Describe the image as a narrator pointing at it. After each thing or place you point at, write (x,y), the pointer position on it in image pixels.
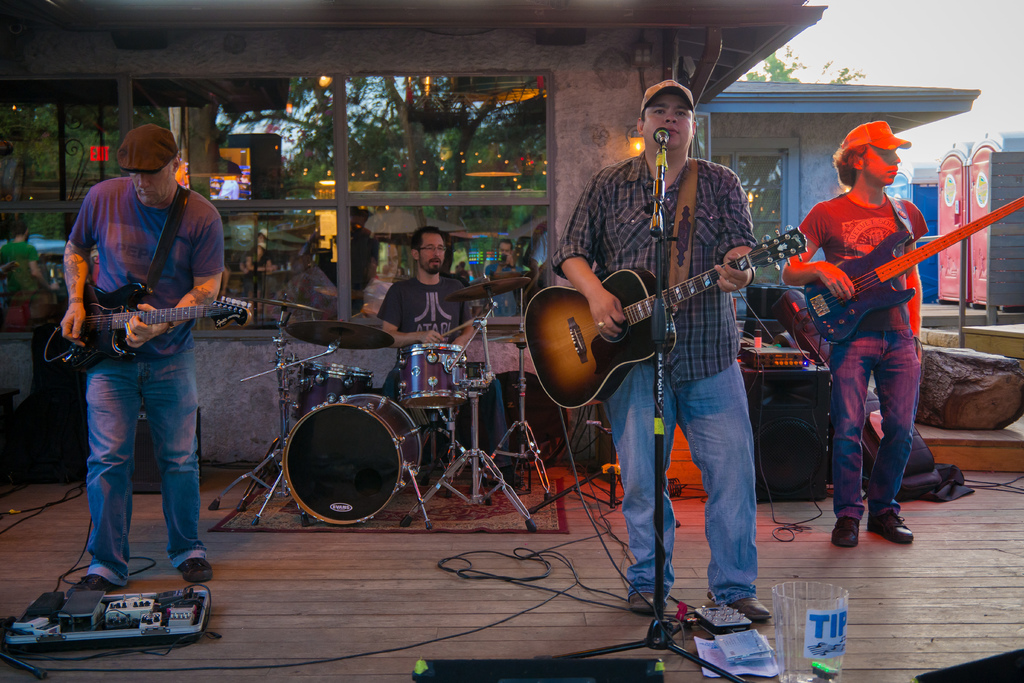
In this picture we can see three persons (809,282) are playing guitar (639,295). This is mike (658,134). Here we can see a man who is playing drums (344,469). This is floor (305,614). On the background (611,22) we can see a building (570,88). This is glass (414,153) and there is a sky (949,56).
